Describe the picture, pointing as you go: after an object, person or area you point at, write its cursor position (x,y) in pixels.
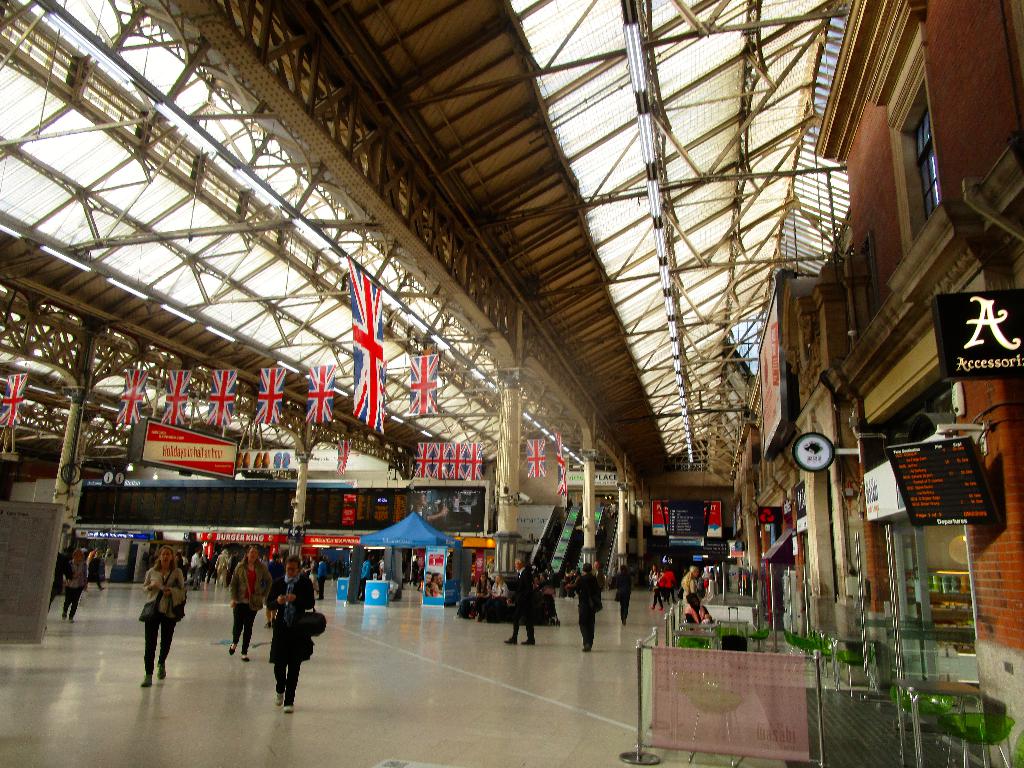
In the image it looks like some shopping complex (518,395), there are many stores (938,532) and people (165,555) are walking on the floor (73,758) in between the showroom (307,545) and there are few flags (366,331) attached to the rods (315,266) to the roof (322,327).
